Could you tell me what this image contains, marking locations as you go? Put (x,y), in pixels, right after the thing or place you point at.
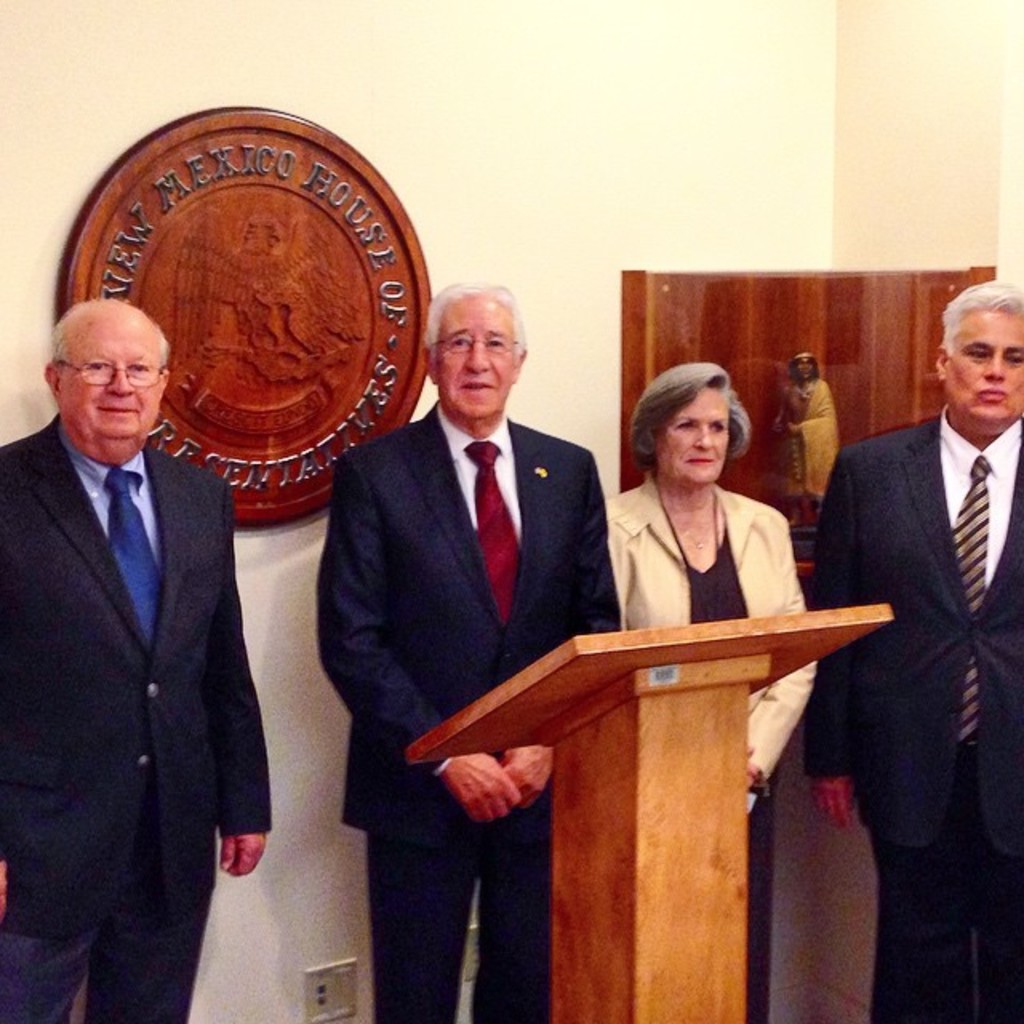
In this image we can see three men (934,425) and one women (734,542) are standing. Men (465,567) are wearing suits (436,567) and the woman (678,588) is wearing a black top (722,570) with a cream color coat (663,582). In front of them, podium (625,811) is present. In the background (312,207), we can see a circular shaped wooden object (289,264) is attached to the wall (663,87) and one statue (797,433).
